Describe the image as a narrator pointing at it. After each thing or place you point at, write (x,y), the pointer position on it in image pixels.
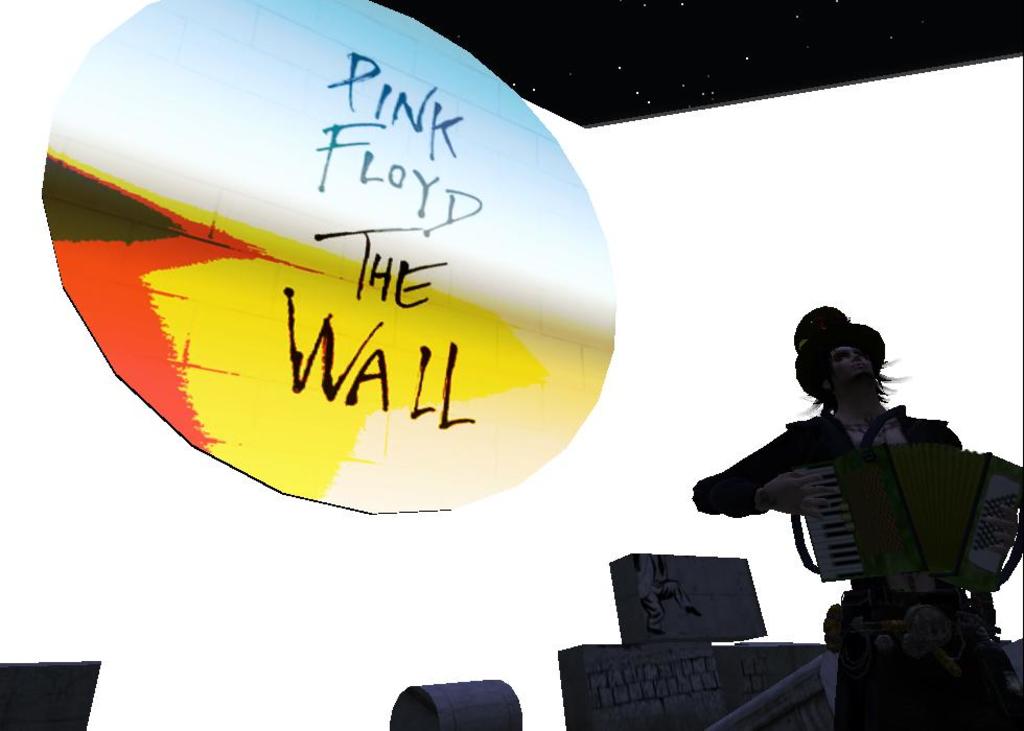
In this image I can see the animated picture in which I can see a person (852,407) standing and holding a musical instrument (894,483), a huge board (359,249), the white colored surface (731,205) and the dark sky (673,43).
